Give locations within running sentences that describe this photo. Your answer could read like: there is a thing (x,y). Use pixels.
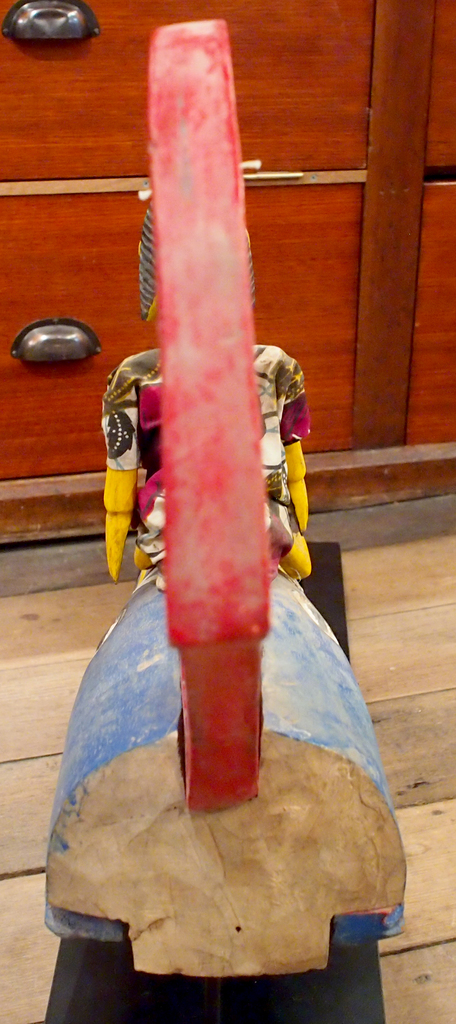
In this image, we can see a wooden horse (227,636) in front of the drawer (335,416).
